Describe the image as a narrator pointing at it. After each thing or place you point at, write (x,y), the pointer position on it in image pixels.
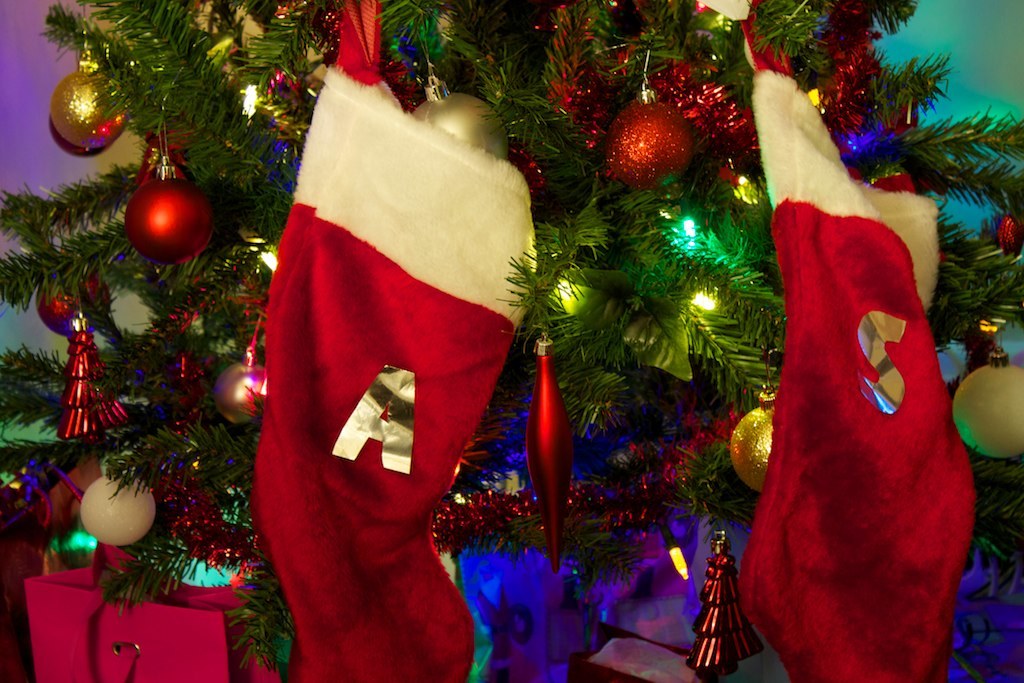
In this picture we can see colorful Christmas tree (609,361), on which we can see some lights (686,222), balls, stockings (862,312) and we can see a bag (200,649).
